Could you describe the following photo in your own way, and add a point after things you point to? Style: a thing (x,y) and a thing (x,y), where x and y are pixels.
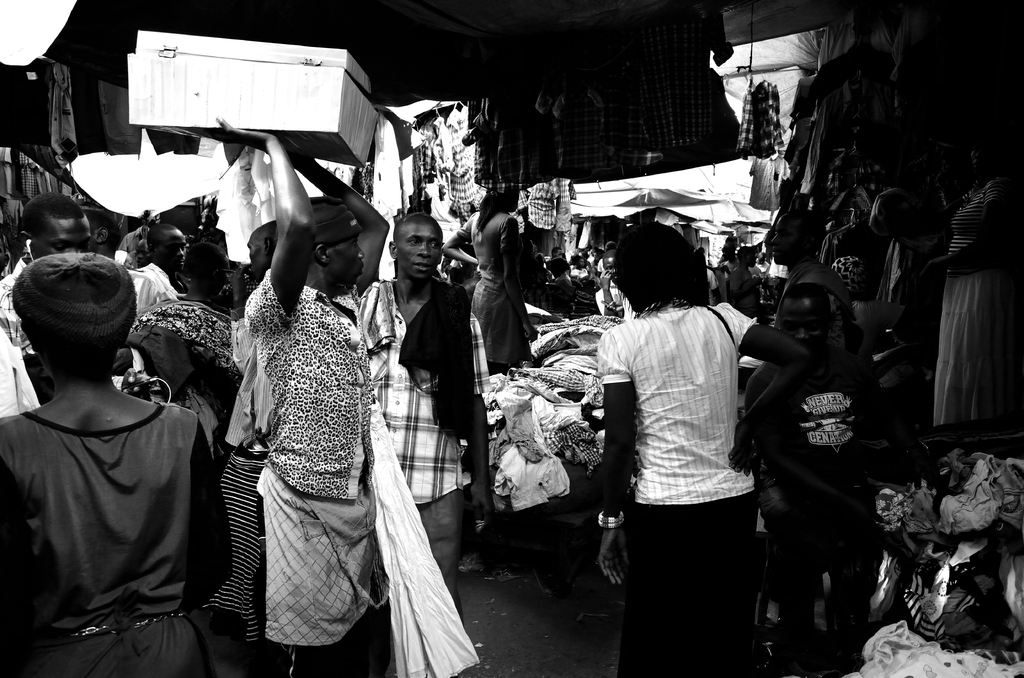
In this image we can see a man (366,476) standing and holding a box (244,100) in his hand (274,139). In the background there are many people (679,442). On the right (691,144) we can see stalls (721,127) and there are clothes (979,656) placed on the tables (911,563).
